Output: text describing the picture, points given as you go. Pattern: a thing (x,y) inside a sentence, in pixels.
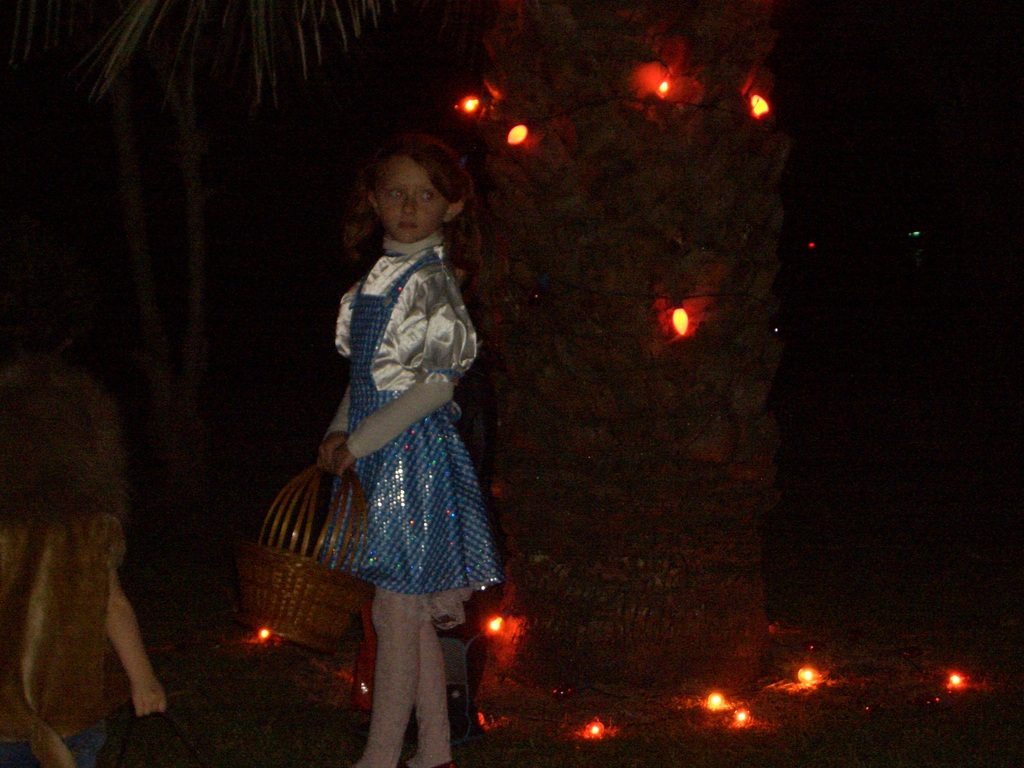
The image is captured in the night time there is a girl (326,435) standing by holding a basket (309,550) and behind the girl (426,579) there is a tree trunk (611,209), there are beautiful lights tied around the tree trunk (684,444) and on the left side (67,434) there is another person (7,590) standing by holding something.
